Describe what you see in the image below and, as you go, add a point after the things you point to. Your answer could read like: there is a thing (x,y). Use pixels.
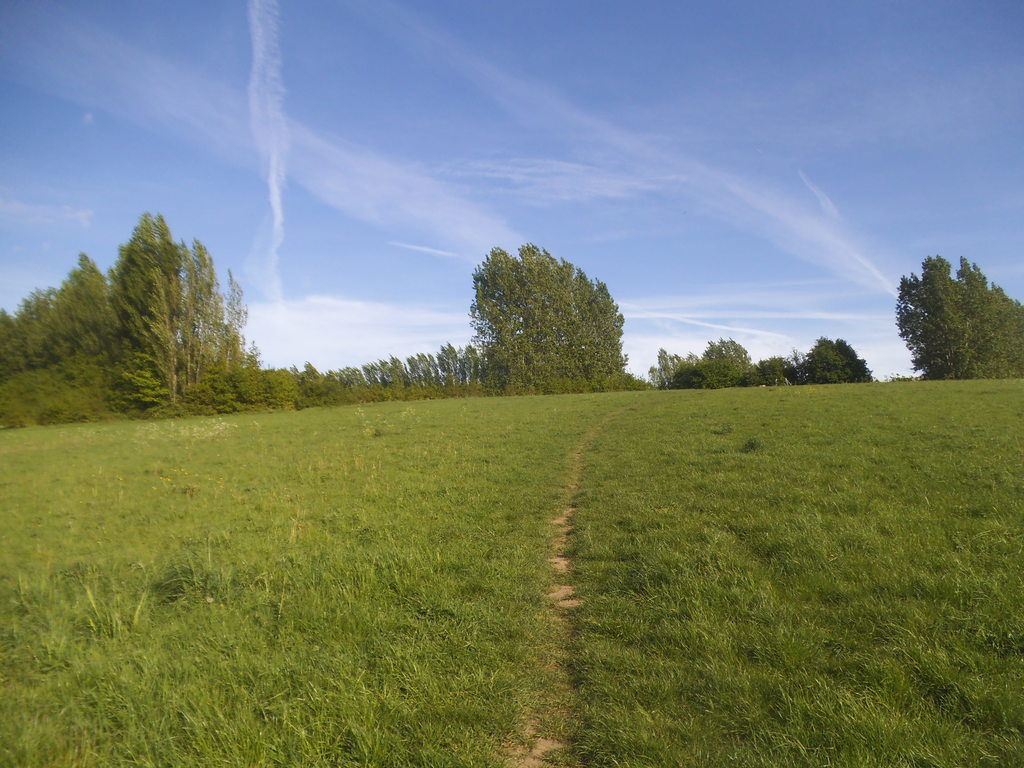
In this image I can see the ground (545,573) with grass (439,526). In the back (552,386) there are many trees (567,311), clouds (518,160) and the blue sky (505,125).
